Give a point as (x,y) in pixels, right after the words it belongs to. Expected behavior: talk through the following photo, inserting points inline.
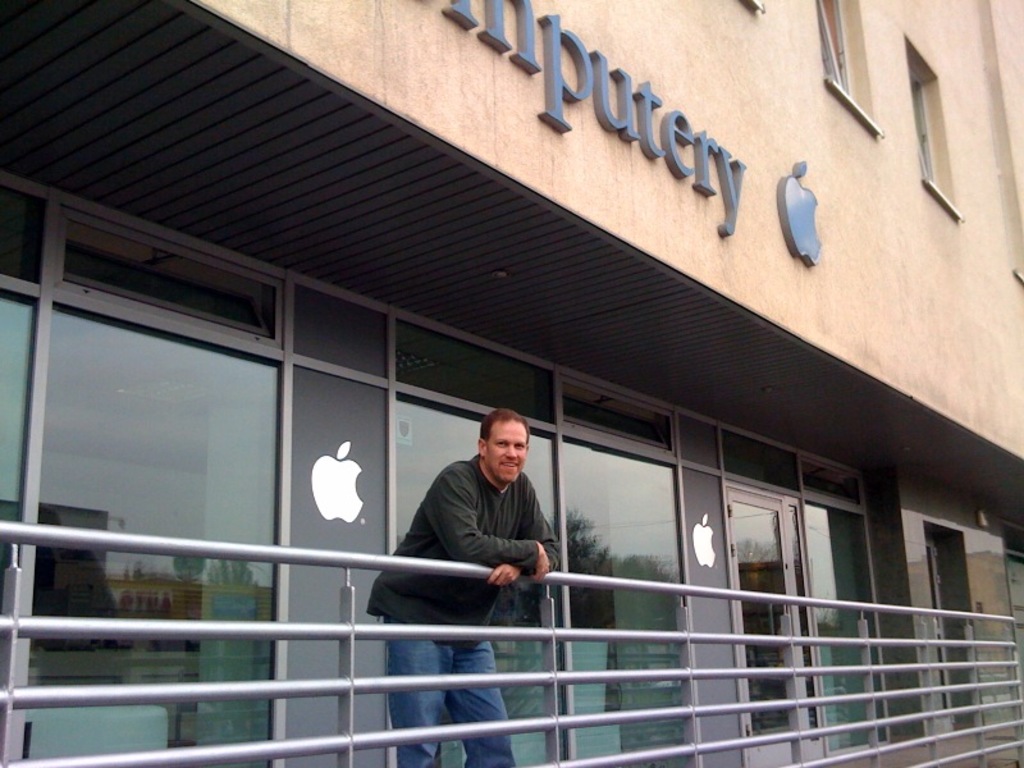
In this picture we can see a man (517,424) standing, railing (690,754), building (930,312), glass objects (580,492) with the reflection (589,525) of trees (182,573), buildings (59,552) and the sky (262,489) on it and some objects (707,155).
